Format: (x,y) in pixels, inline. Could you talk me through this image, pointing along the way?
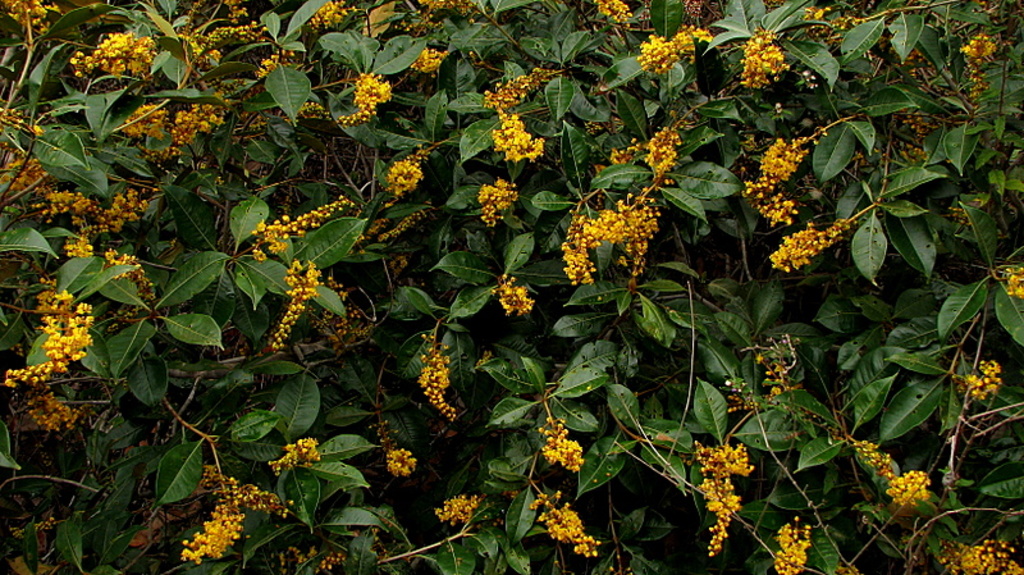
In this image we can see plants (263,197) with flowers (491,215).
